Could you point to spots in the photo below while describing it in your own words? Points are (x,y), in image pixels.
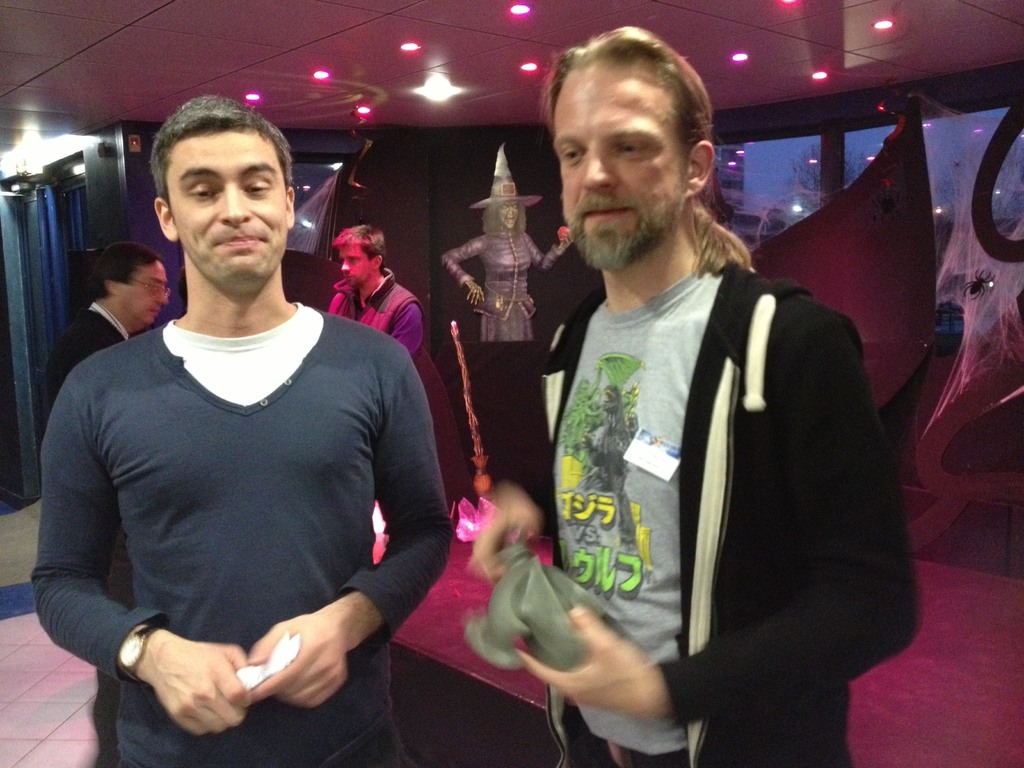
The picture is clicked in a room (16,42). In the foreground of the picture (586,440) there are two man (557,683) standing. On the right (732,406) the man (730,414) is wearing a black hoodie (772,646). On the left (281,539) the man (262,500) is wearing a blue t-shirt (297,452). In the background (338,296) there are people (375,301) standing. On the left (29,324) there are lights (40,169) and curtains (46,282). At the top (295,77) there are lights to the ceiling (786,35). On the right (855,165) there is a glass window (797,165), outside the window (793,181) there are trees (803,184) and buildings (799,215). In the center of the background (503,275) there is a painting (461,252) on the wall (431,191).
